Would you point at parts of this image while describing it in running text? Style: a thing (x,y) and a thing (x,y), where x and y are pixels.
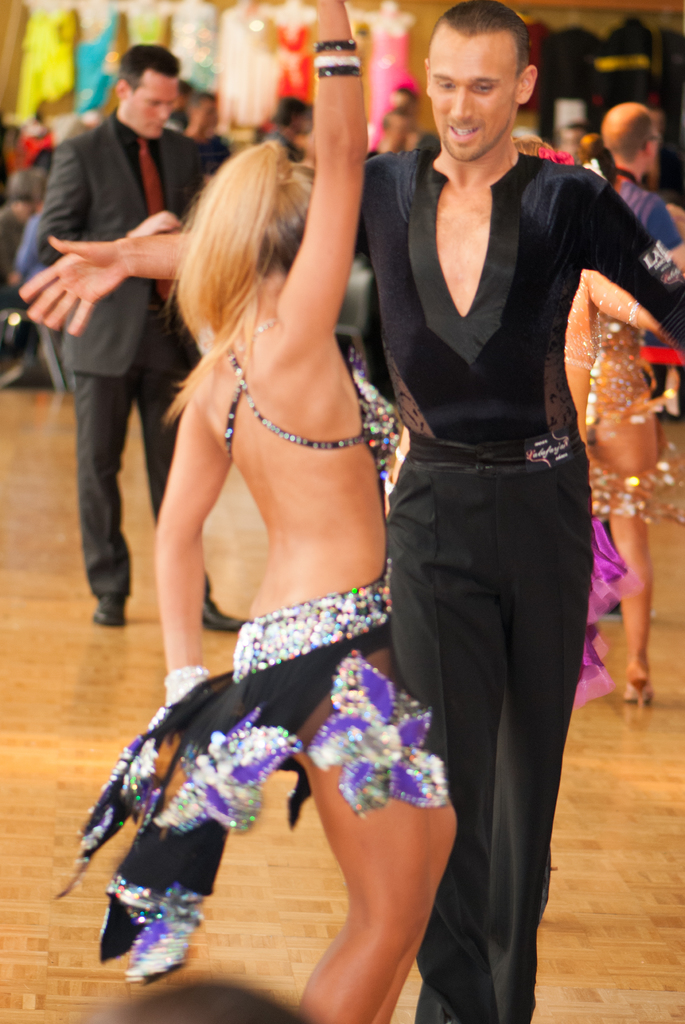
Here we can see a man (404,325) and woman (413,701) are dancing on the floor (680,618). In the background (48,201) we can see few people (152,156), clothes (185,21) and other objects (3,325). At the bottom (163,1006) there is an object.
